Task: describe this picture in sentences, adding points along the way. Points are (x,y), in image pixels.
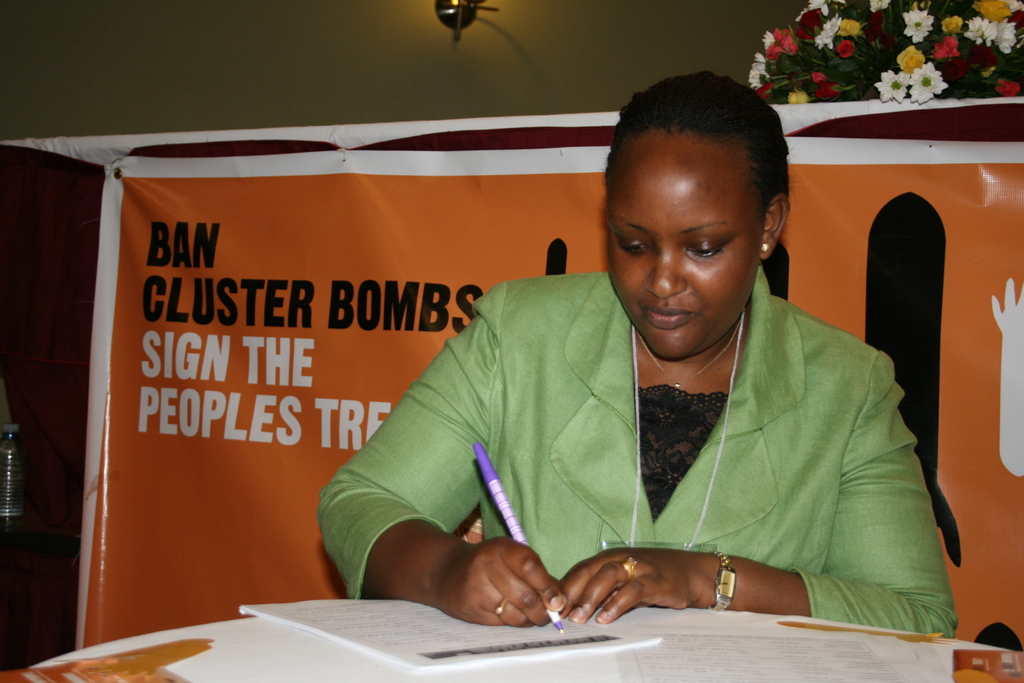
In the center of the image (599,303) a lady (691,400) is sitting and holding a pen (529,545). At the bottom of the image (590,675) there is table (274,656). On the table (604,664) we can see papers (349,642) are present. In the middle of the image (364,295) a flexi (318,299) is there. At the top of the image (361,44) wall (404,50) and light (461,26) are there. At the top right corner (960,74) flower bouquet (968,54) is present. On the left side of the image (8,456) a bottle (16,505) is there.
